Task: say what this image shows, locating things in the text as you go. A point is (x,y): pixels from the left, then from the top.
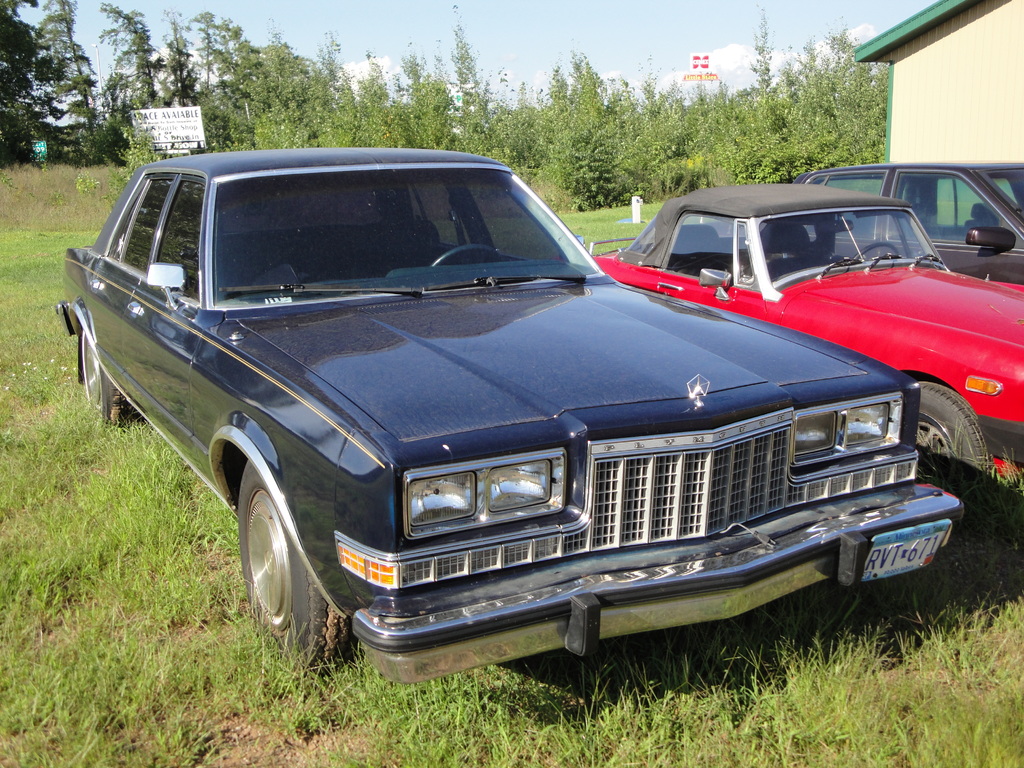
In this image we can see a few vehicles (657,490) on the ground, there are some plants (620,137), boards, trees (287,89), plants (585,139) and a building (924,44), in the background (547,49) we can see the sky (690,48) with clouds (732,48).
